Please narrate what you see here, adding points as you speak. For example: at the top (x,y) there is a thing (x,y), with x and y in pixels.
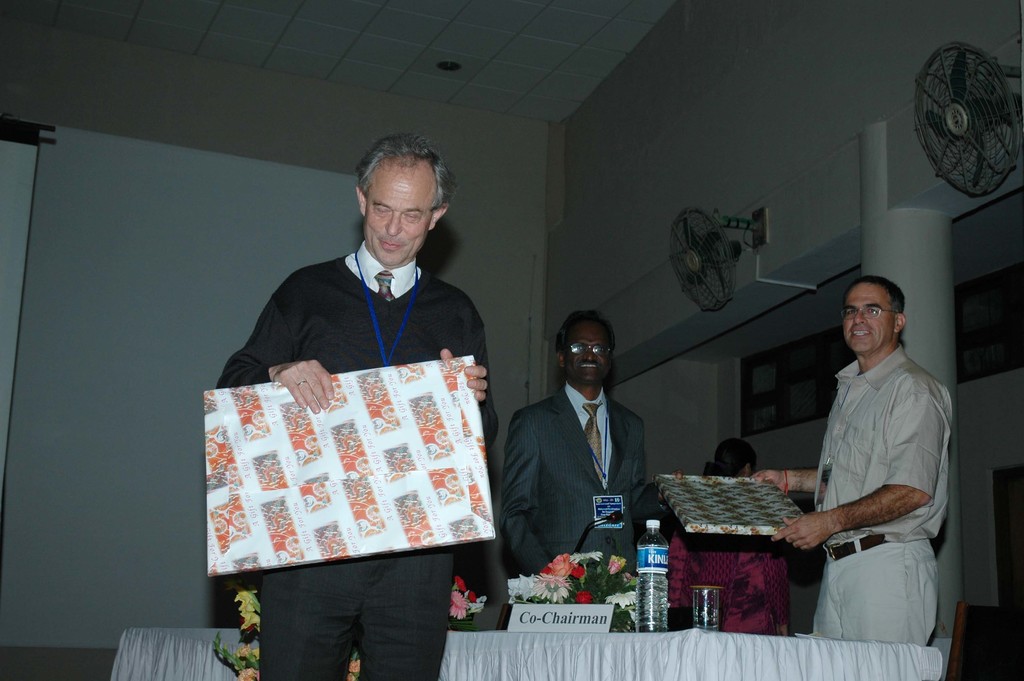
In this image we can see few people (521,559) and two of them are holding gifts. Here we can see a table (592,633), cloth (562,638), flower bouquets (561,593), bottle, glass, name board (534,608), pillar (953,396), and fans (992,108). In the background (202,101) we can see walls (490,226) and ceiling (523,48).
